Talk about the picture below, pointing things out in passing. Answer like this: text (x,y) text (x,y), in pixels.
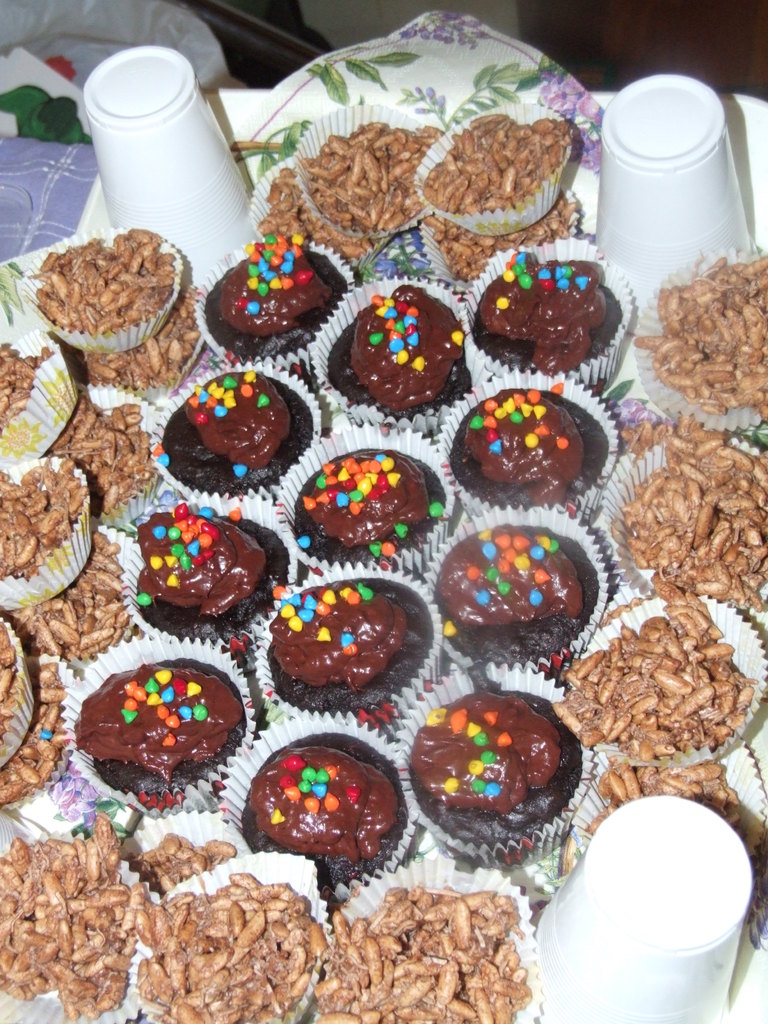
There is a table (42,166). On that there are cups (184,164), some food items (387,899) on papers (380,893) and cupcakes (442,719) with chocolate cream (228,542). On that there are some colored choco chips (211,530).
